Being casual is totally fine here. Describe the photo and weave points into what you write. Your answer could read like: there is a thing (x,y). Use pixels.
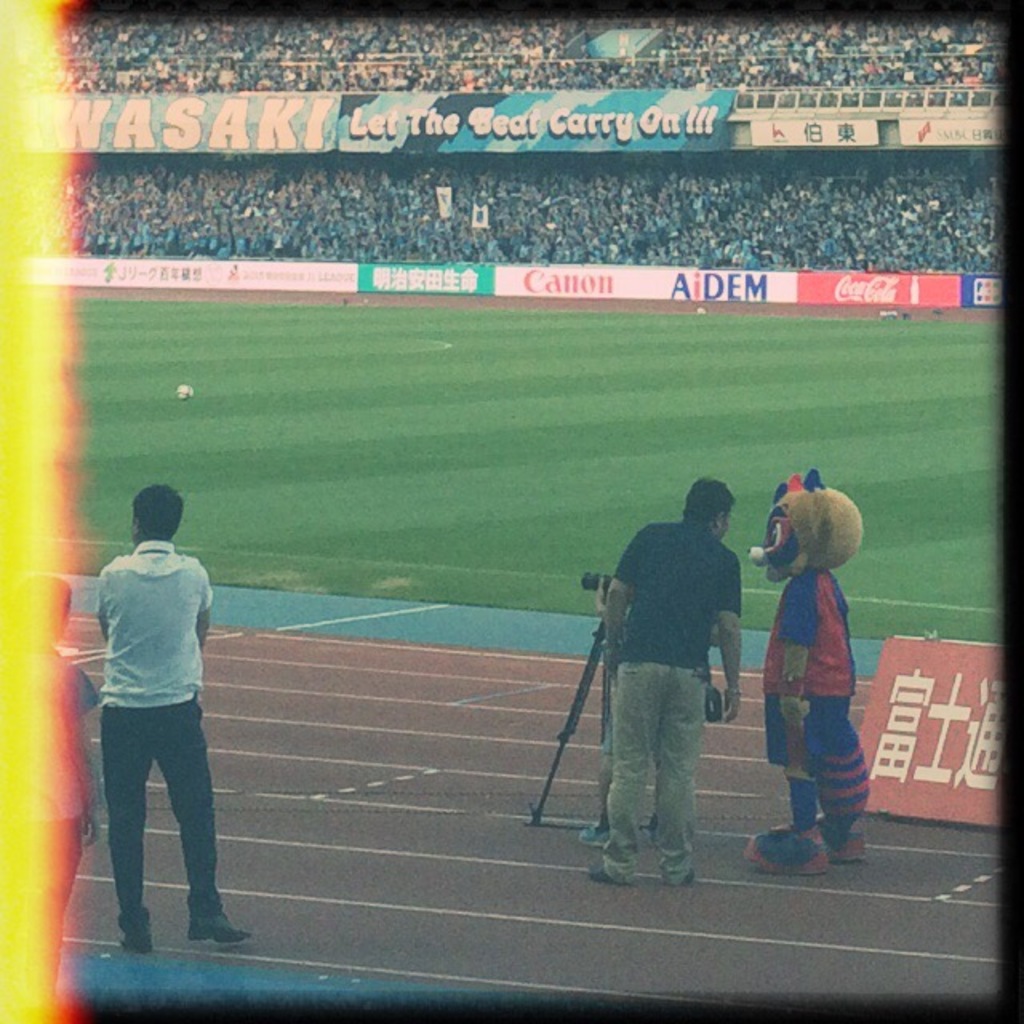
In the background (398,228) we can see audience (794,31), hoardings (674,121). In this picture we can see people (662,801). We can see a person (839,719) wearing fancy dress costume (825,605), standing near to a man (723,583). On the ground (568,591) we can see a camera stand (592,650) and a red board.
